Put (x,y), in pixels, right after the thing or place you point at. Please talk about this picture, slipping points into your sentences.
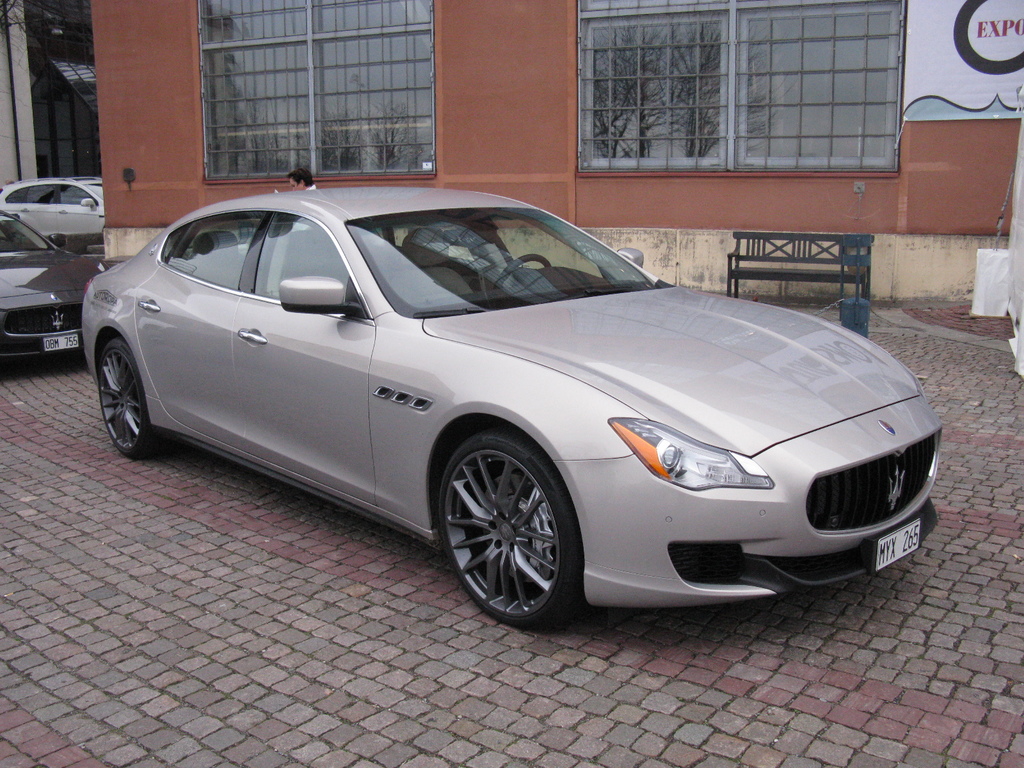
In this image I can see few vehicles (523,231) and here a person (298,187) is standing. I can also see a bench (823,252) and a building (556,47).
